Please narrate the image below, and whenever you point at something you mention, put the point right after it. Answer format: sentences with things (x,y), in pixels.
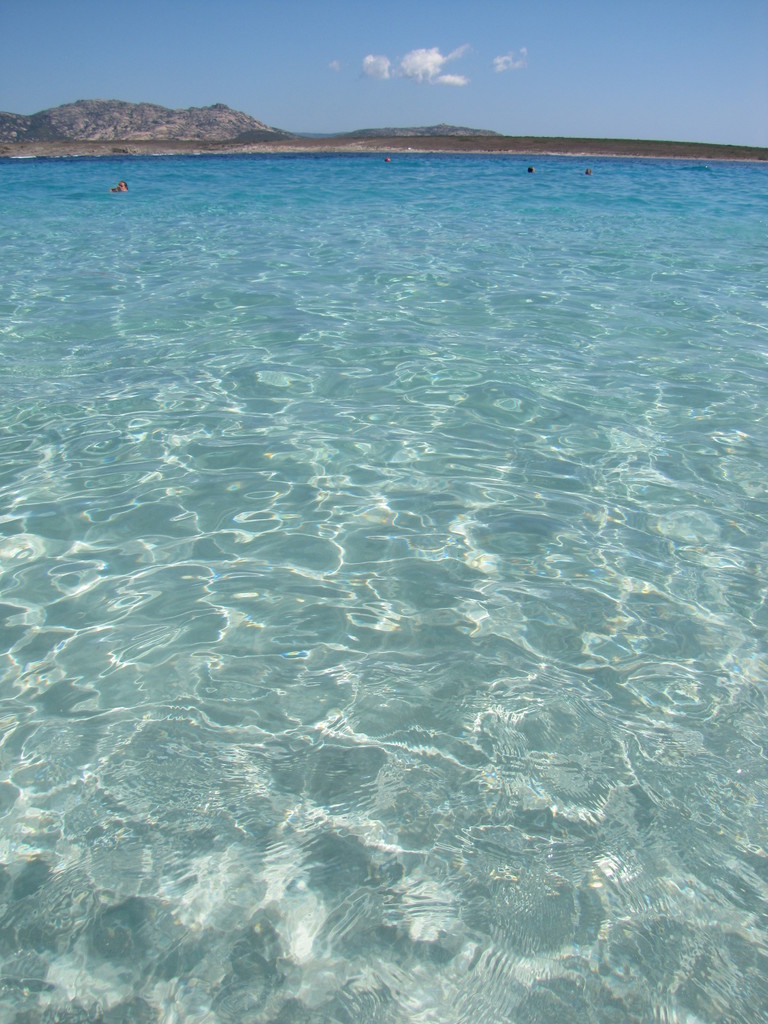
This picture shows water (453,260) and we see few people (528,170) swimming and we see a blue cloudy sky (446,49).
